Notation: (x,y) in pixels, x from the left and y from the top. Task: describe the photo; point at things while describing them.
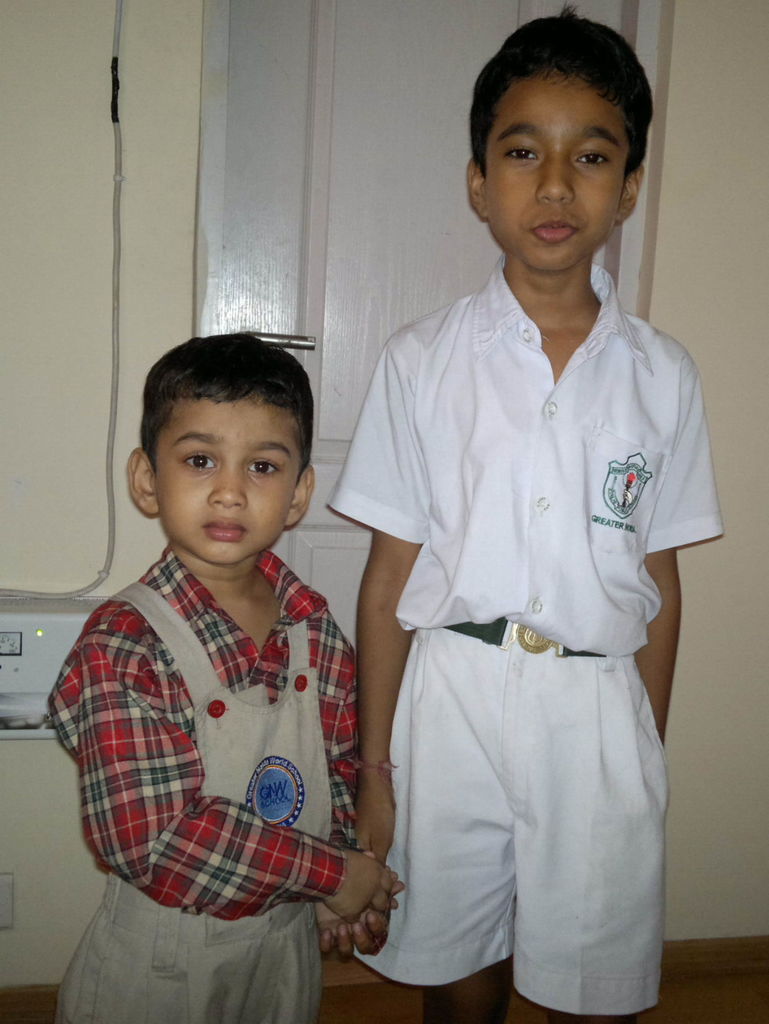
There are two boys (303,676) standing, behind these two boys (355,737) we can see wall (81,131), door (316,214), cable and electrical device (10,626).
